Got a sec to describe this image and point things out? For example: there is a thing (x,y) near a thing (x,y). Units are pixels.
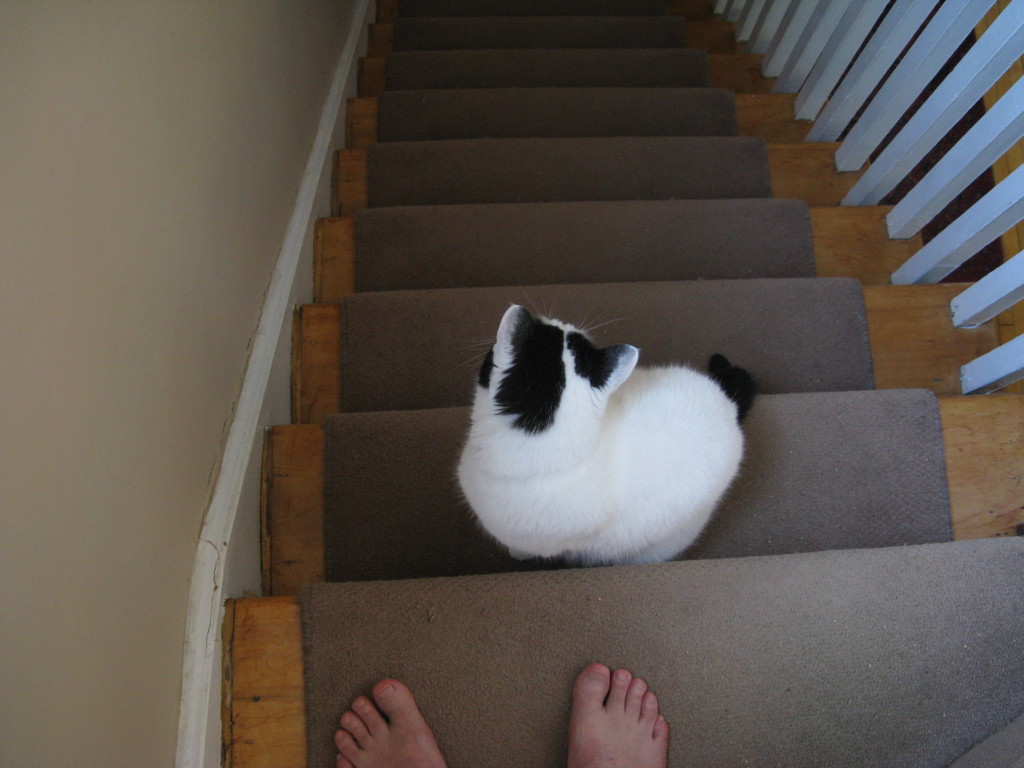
There is a cat (701,476) on a stair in the foreground (514,377) and stairs (491,335) at the top side (357,223), there are two legs (584,713) of a person (584,713) at the bottom side (623,733).
